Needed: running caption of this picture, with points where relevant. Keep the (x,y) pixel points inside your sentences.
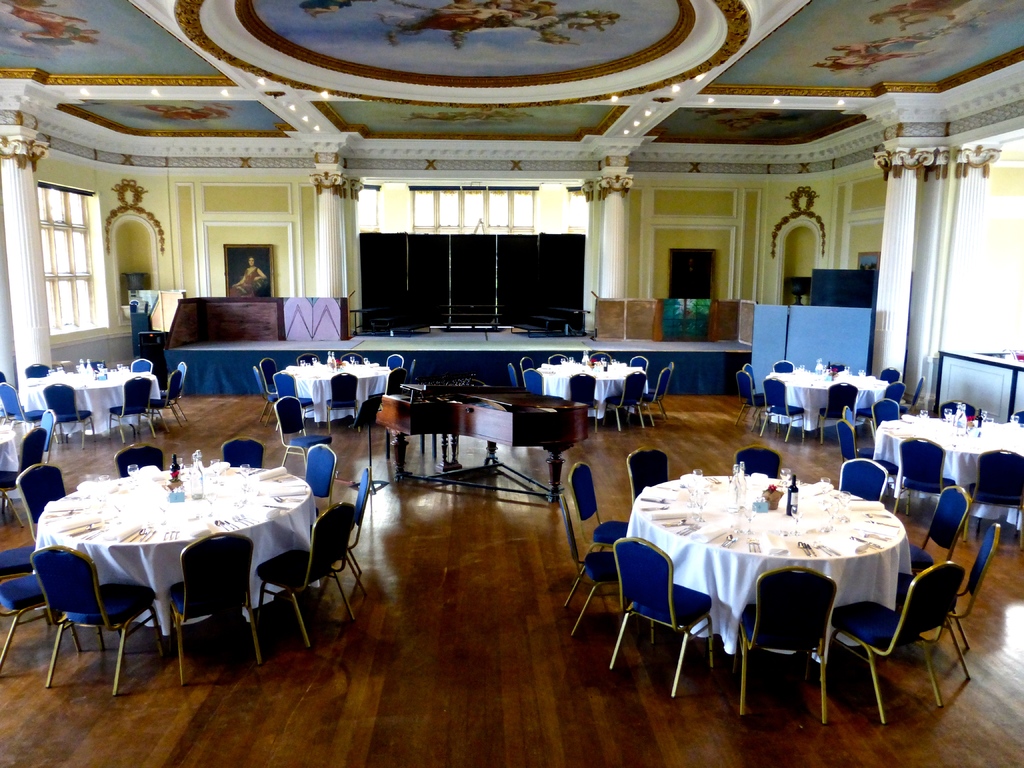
This image consists of a hall (703,411). In which we can see many table (854,520) and chairs (6,551). The table (220,492) are covered with white clothes (232,491) on which, we can see the bottles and glasses (846,496) along with the plants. In the background (200,307), there is a dais (191,352). In the background (158,268), we can see a wall (400,199) along with windows (366,206) and pillars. At the top (638,145), there is a roof (623,123) along with lights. At the bottom (426,659), there is a floor (288,679) made up of wood (308,703).
